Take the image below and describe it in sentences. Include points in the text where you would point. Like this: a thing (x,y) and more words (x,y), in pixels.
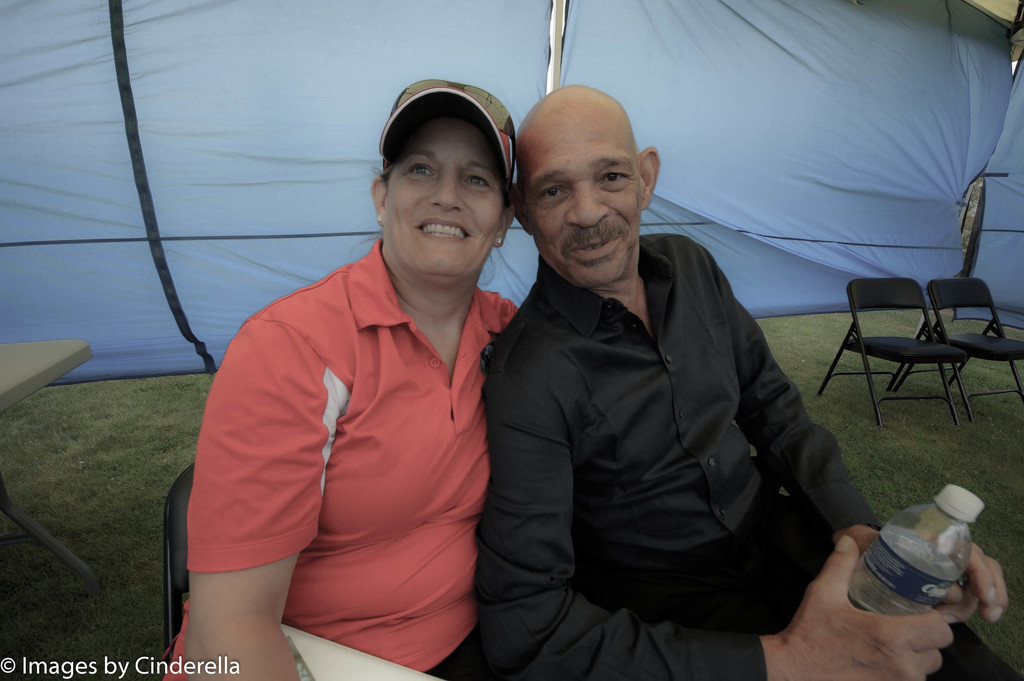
In this picture we can see a woman (335,637) and a man (516,503) sitting on the chairs (174,497). She wear a cap (410,122) and he is holding a bottle (913,551) with his hands (836,655). This is grass (936,437) and there is a table (52,353).
